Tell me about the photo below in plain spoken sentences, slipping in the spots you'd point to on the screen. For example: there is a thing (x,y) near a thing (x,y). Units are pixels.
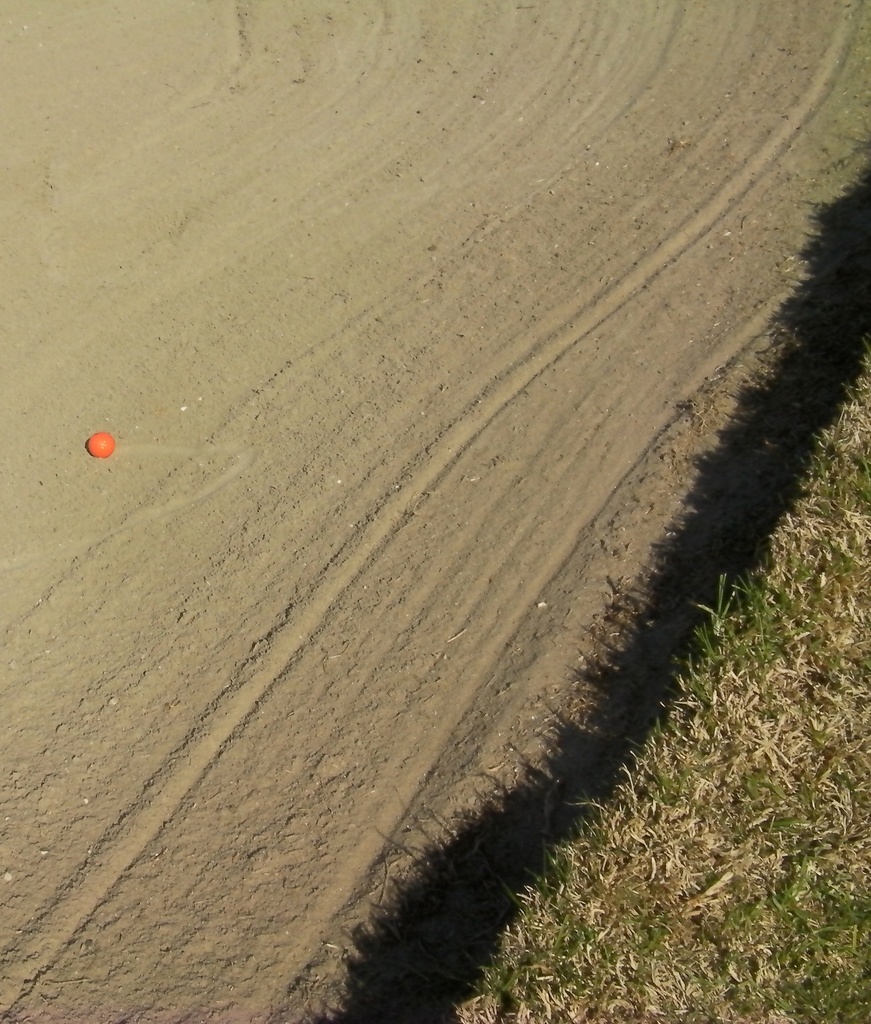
In this image we can see there is a plain ground (537,429) and on the right side (852,769), we can see there is a land (718,968) full of grass (649,755).
